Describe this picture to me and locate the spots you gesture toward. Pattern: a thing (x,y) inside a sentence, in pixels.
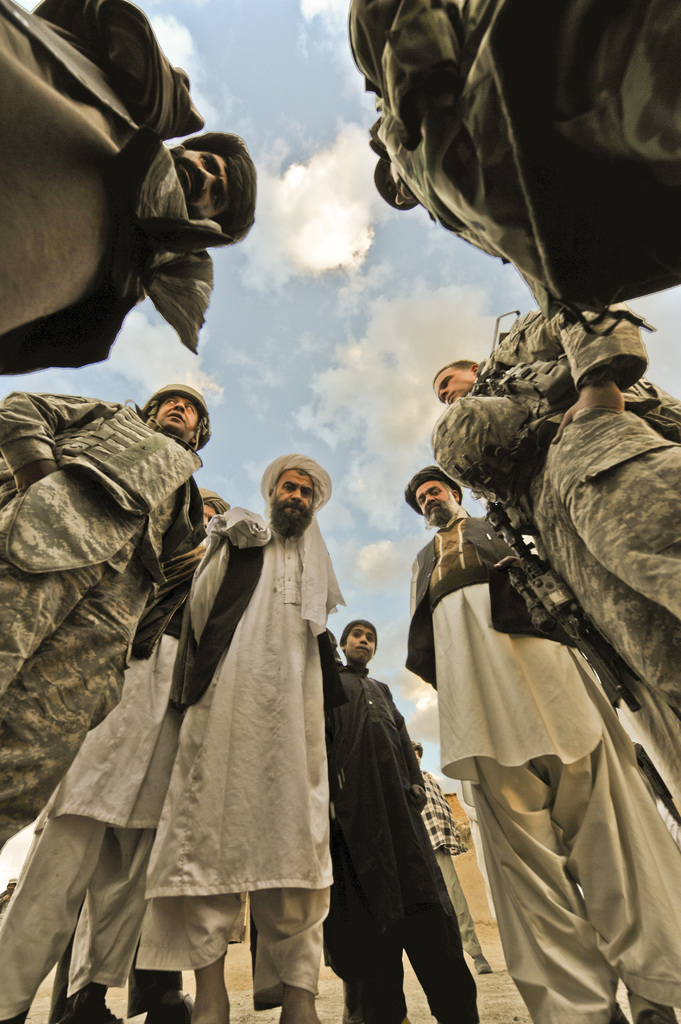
In this picture I can see there are a group of people (472,489) standing here and few are wearing army uniforms (670,582) and others are wearing long shirts (288,759) and pants (358,981), with head wear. There is soil (511,1023) on the floor (435,1021) and the sky (280,360) is cloudy.
